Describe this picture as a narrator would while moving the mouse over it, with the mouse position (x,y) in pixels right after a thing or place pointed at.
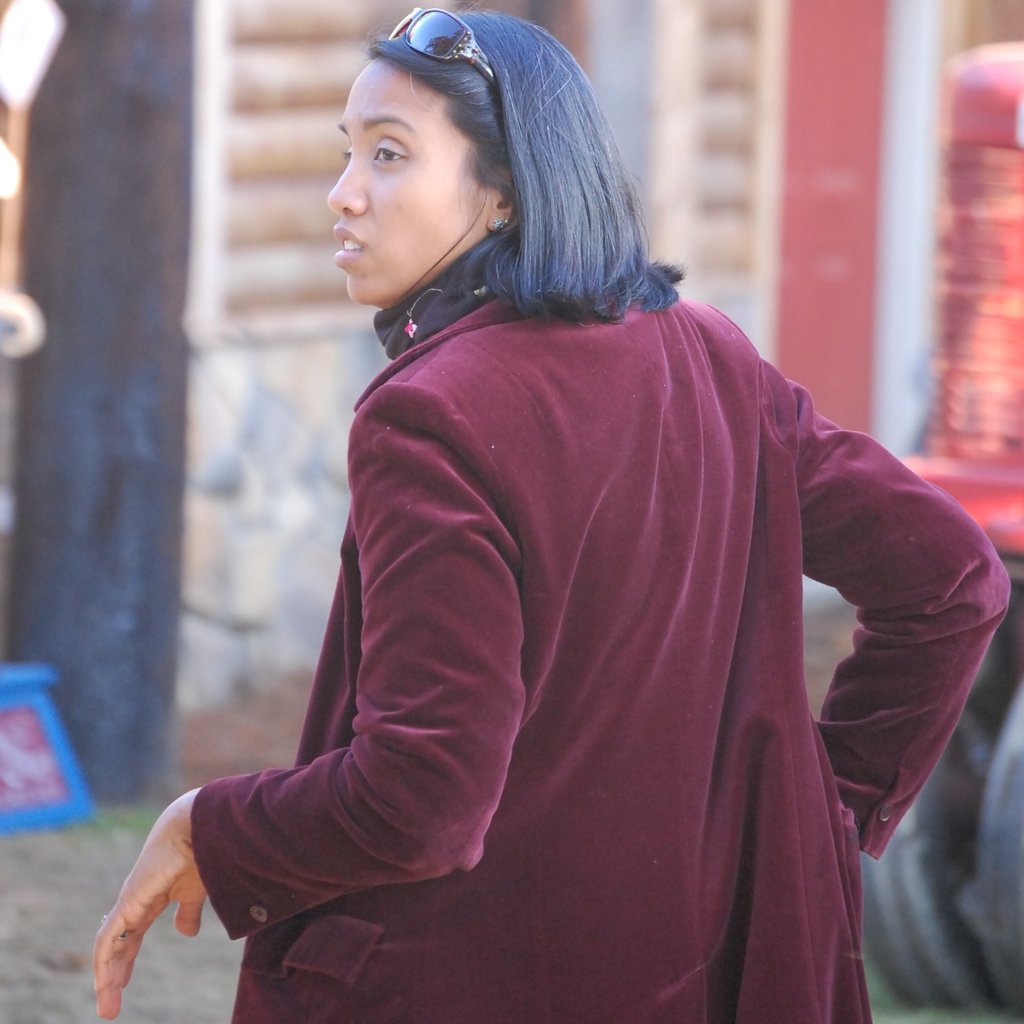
In this picture we can see a woman (401,511) with the goggles (442,28). In front of the women (477,358) there are some blurred objects (137,416).
